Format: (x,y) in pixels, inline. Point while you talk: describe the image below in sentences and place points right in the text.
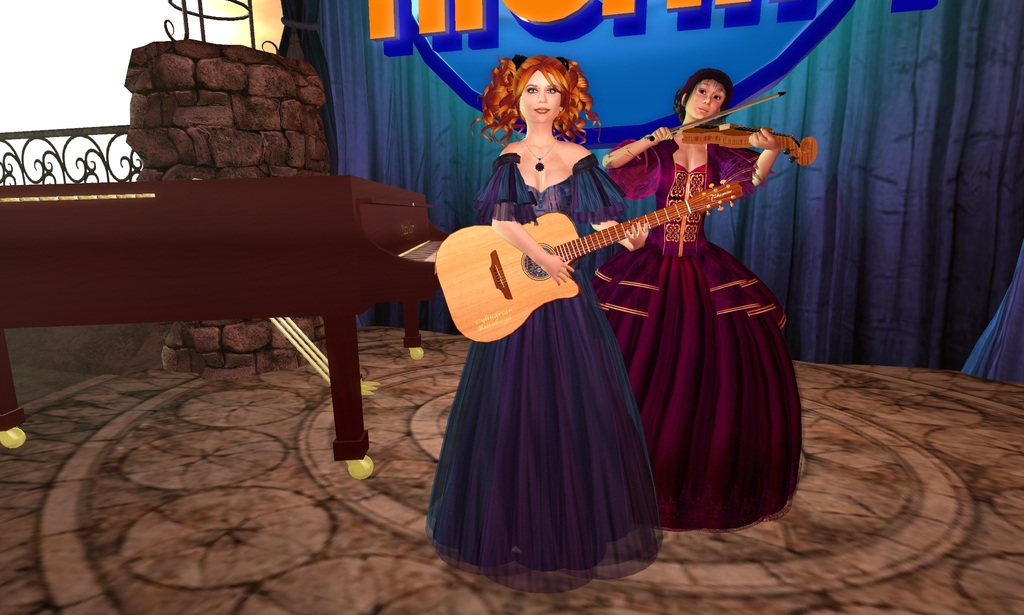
This is an animated image. In this image we can see there are two girls (611,203) standing and playing guitar (455,308) and violin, behind them there is a curtain (597,87) with some text (552,18) on it. On the left side of the image (329,208) there is a piano (289,243), behind the piano (170,200) there is a railing (120,128) and a wall (198,106).
